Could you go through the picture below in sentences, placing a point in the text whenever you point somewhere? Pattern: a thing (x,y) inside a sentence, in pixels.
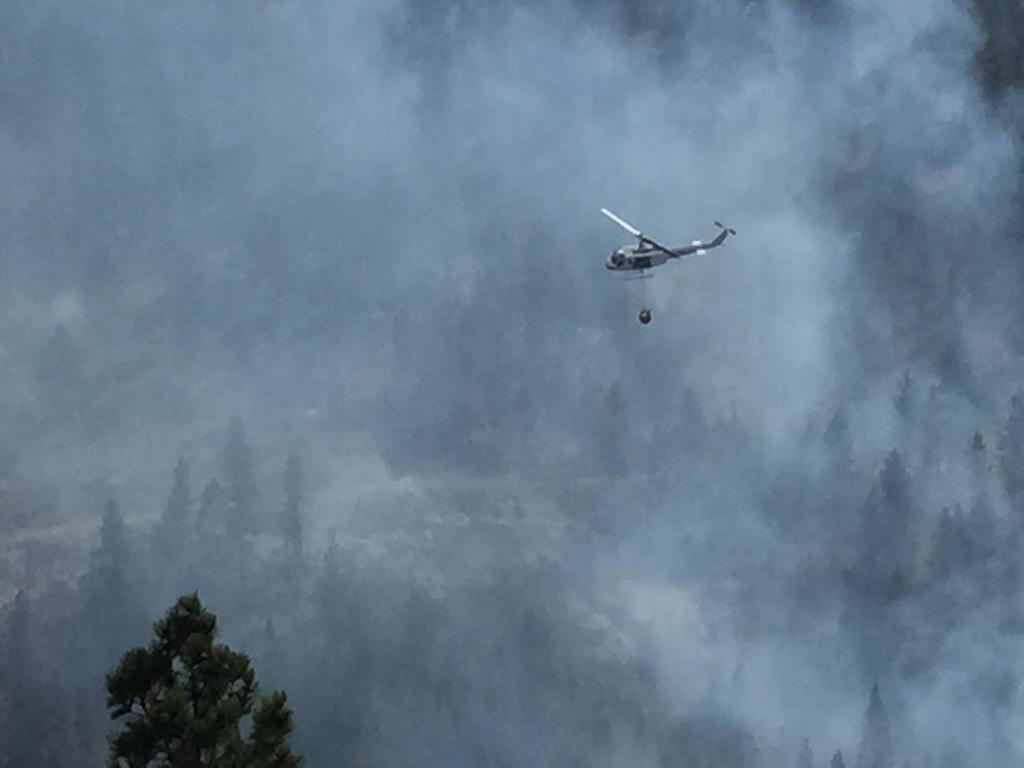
On the right side of the image (708,248) a helicopter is present. In the background of the image (903,494) trees (879,490) are there. At the top of the image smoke (261,136) is present.
